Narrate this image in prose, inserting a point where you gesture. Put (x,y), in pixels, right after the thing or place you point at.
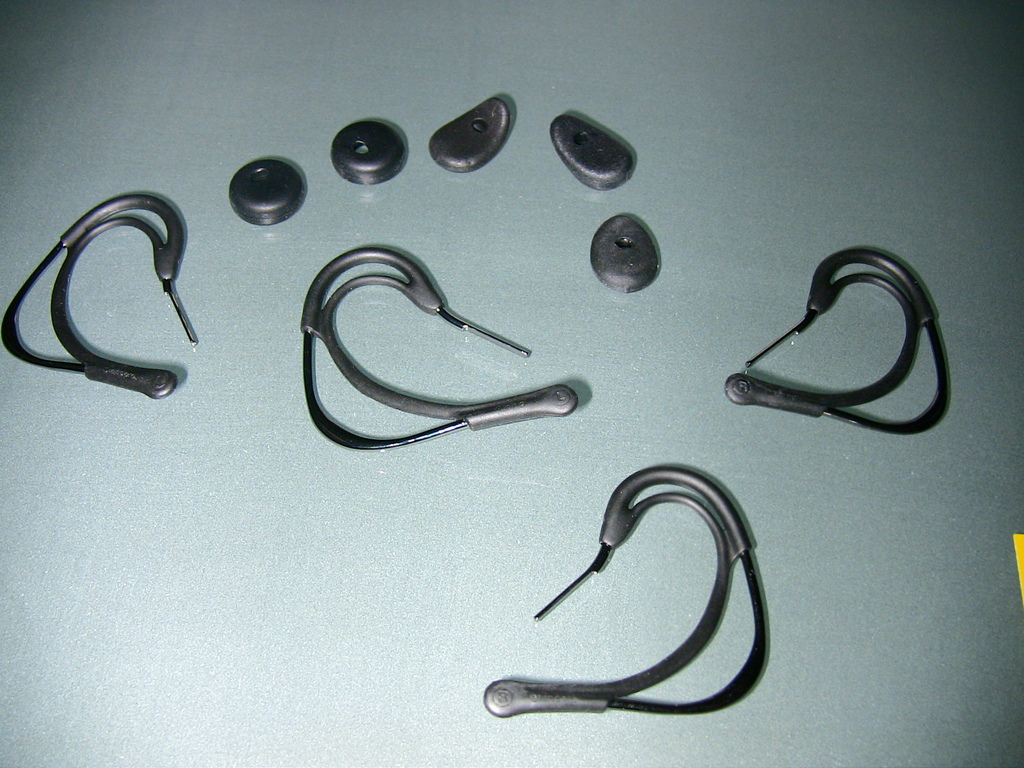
In this image we can see black color objects (32,276) on the grey color surface (249,589).
